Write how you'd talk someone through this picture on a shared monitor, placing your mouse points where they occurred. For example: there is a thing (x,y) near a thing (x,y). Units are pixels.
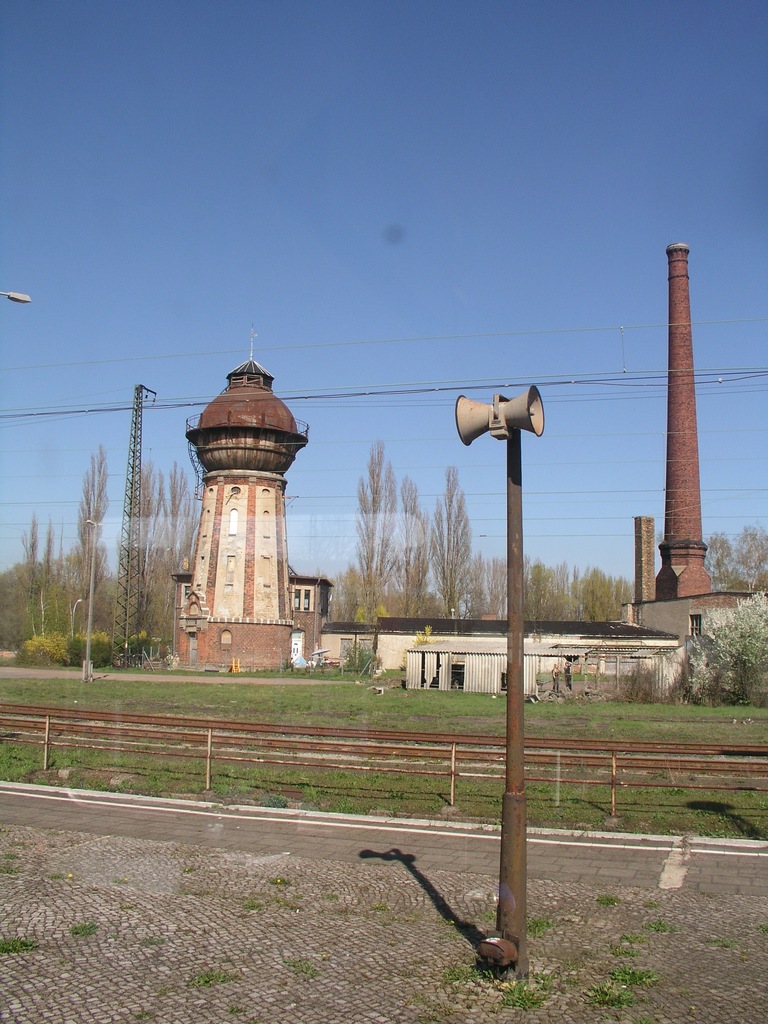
In the foreground of the picture (766,763) there are railing (494,740), pole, loudspeaker (473,411), cables (26,417), grass (443,787) and footpath (85,907). In the center of the picture (366,614) there are trees (413,574), flowers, plants (72,663), grass (546,725) and building (310,612). On the left (25,301) there is street light (17,300). Sky (268,171) is sunny.
